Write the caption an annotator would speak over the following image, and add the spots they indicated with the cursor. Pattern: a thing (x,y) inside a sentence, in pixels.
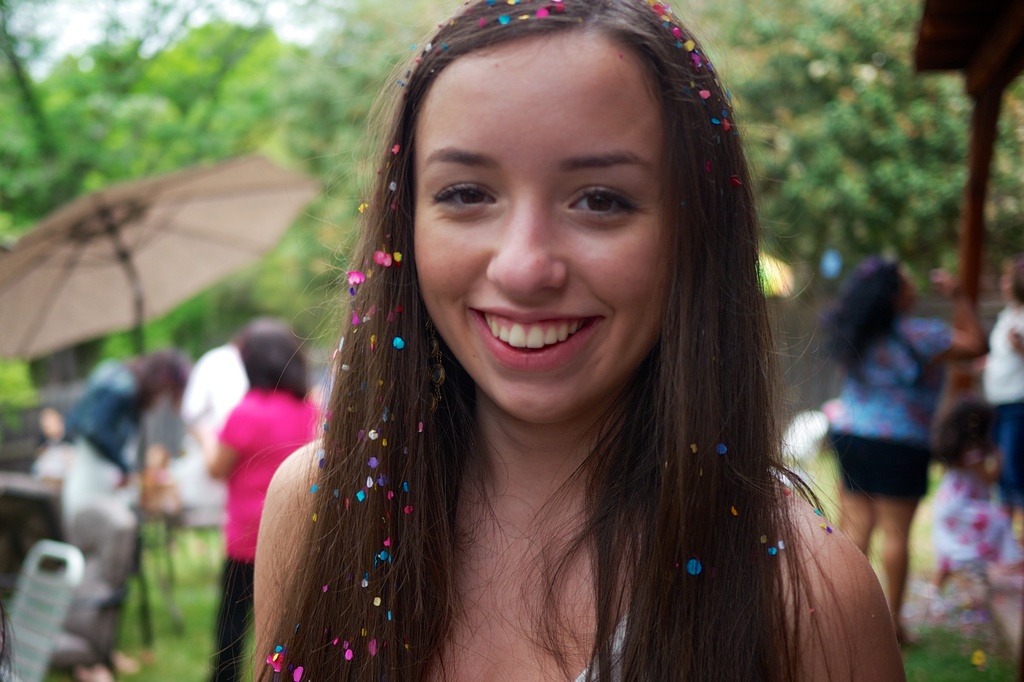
In this image there is a girl (504,563) in the middle (559,411). In the background (225,120) there are trees (258,67) and there are few people (209,396) standing on the ground (163,555). On the left side (157,305) there is a umbrella (135,245) under which there is a girl (106,429).
